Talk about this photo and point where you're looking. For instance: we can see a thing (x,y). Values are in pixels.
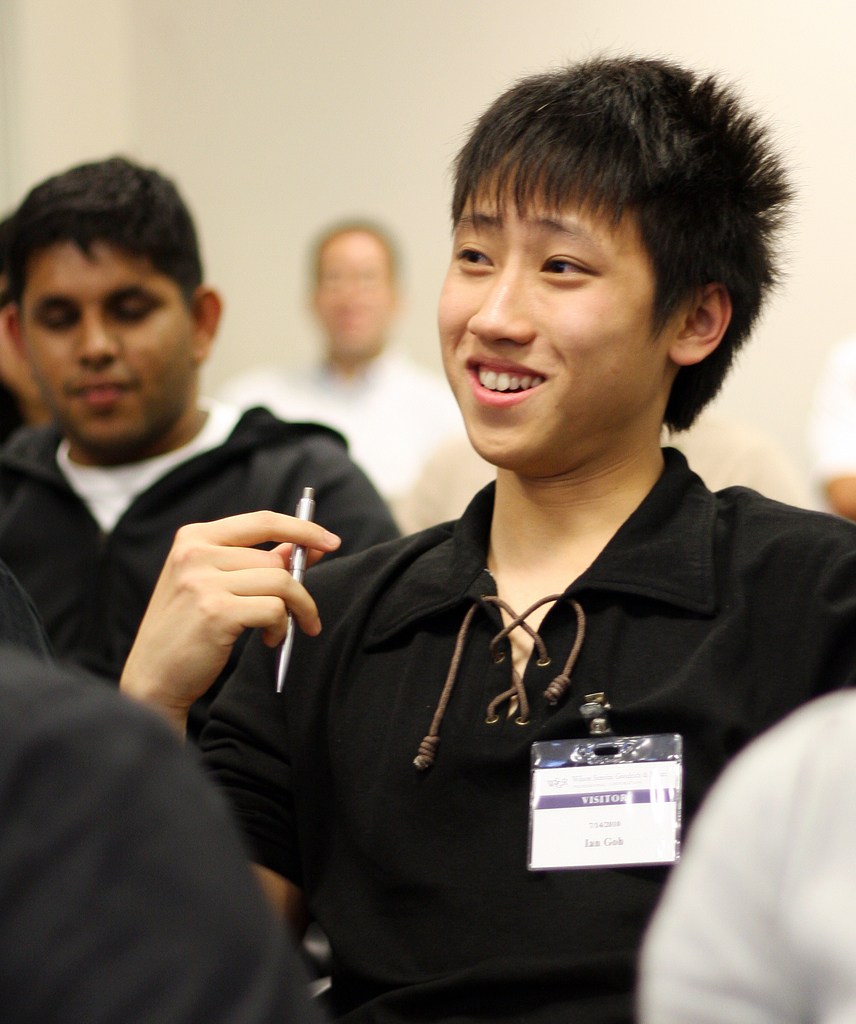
In this image we can see one white wall (359,126), so many people (626,369) are sitting and one person (581,565) with ID card (584,750) holding a pen (310,510).
